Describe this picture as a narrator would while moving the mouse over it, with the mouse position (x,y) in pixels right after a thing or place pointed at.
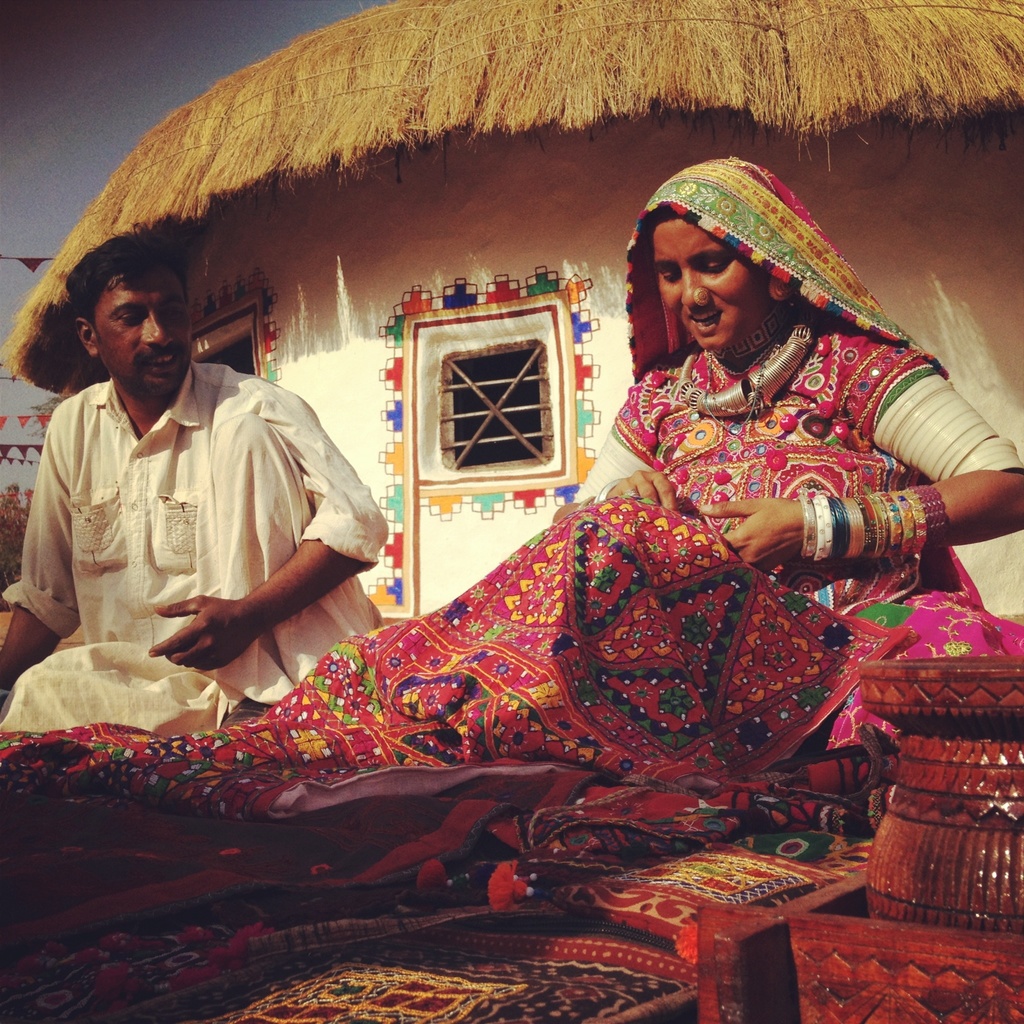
In this image we can see a man (294,462) and a woman (709,487). Woman (776,444) is wearing ornaments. In the back (418,204) there is a hut (416,261) with window (471,385). On the right side (939,847) there is an object (912,864).
